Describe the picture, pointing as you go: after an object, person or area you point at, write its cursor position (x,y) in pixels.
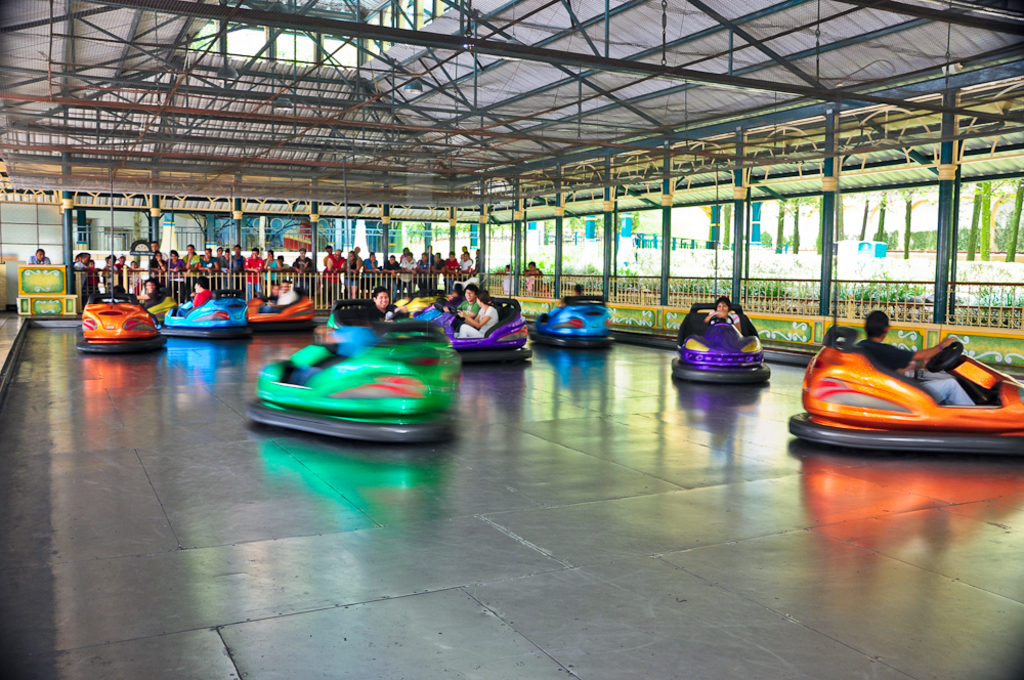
In this picture I can see many people (947,395) who are sitting on the car (859,367). in the back (430,262) I can see many people (450,267) who are standing near to the fencing (446,287). In the background (1004,265) I can see the buildings (93,237), trees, plants (917,270) and grass (782,280). At the top (545,129) I can see the roof (311,79) of the shed (349,39).
